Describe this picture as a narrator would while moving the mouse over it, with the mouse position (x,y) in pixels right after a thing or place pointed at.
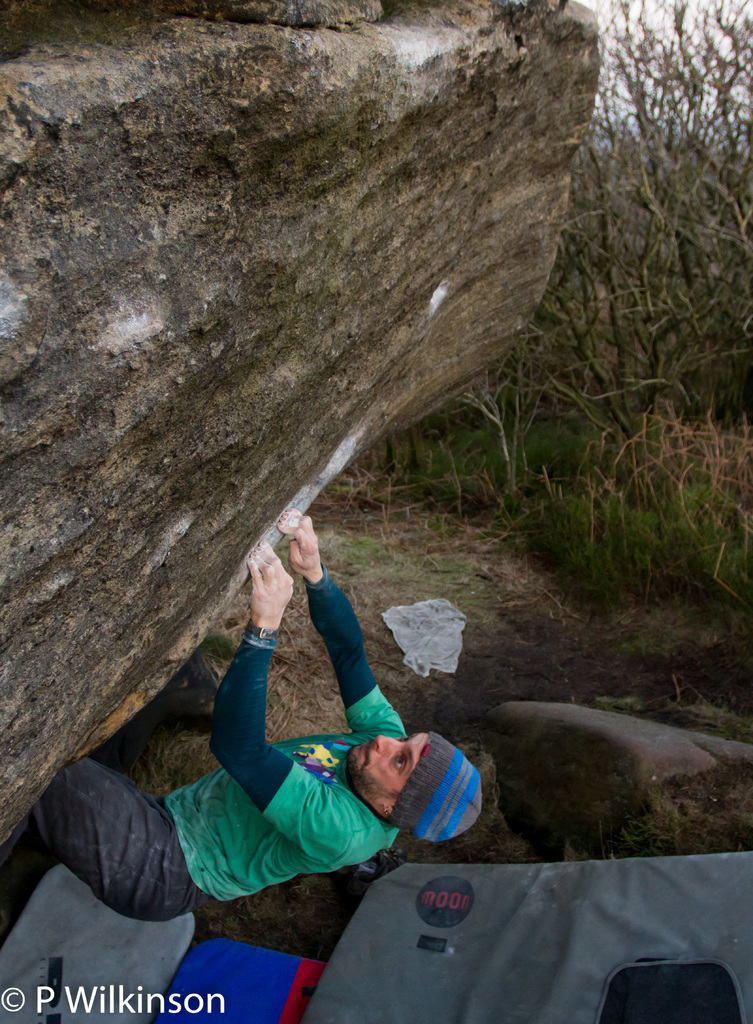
This picture is clicked outside. At the bottom (305,801) there is a man (362,777) wearing t-shirt (296,818) and seems to be climbing the rock (384,375). On the right (688,315) we can see the dry stems (693,320) and the grass (542,546). In the foreground (566,905) there are some objects (544,952) and we can see the text (62,1003) on the image.
